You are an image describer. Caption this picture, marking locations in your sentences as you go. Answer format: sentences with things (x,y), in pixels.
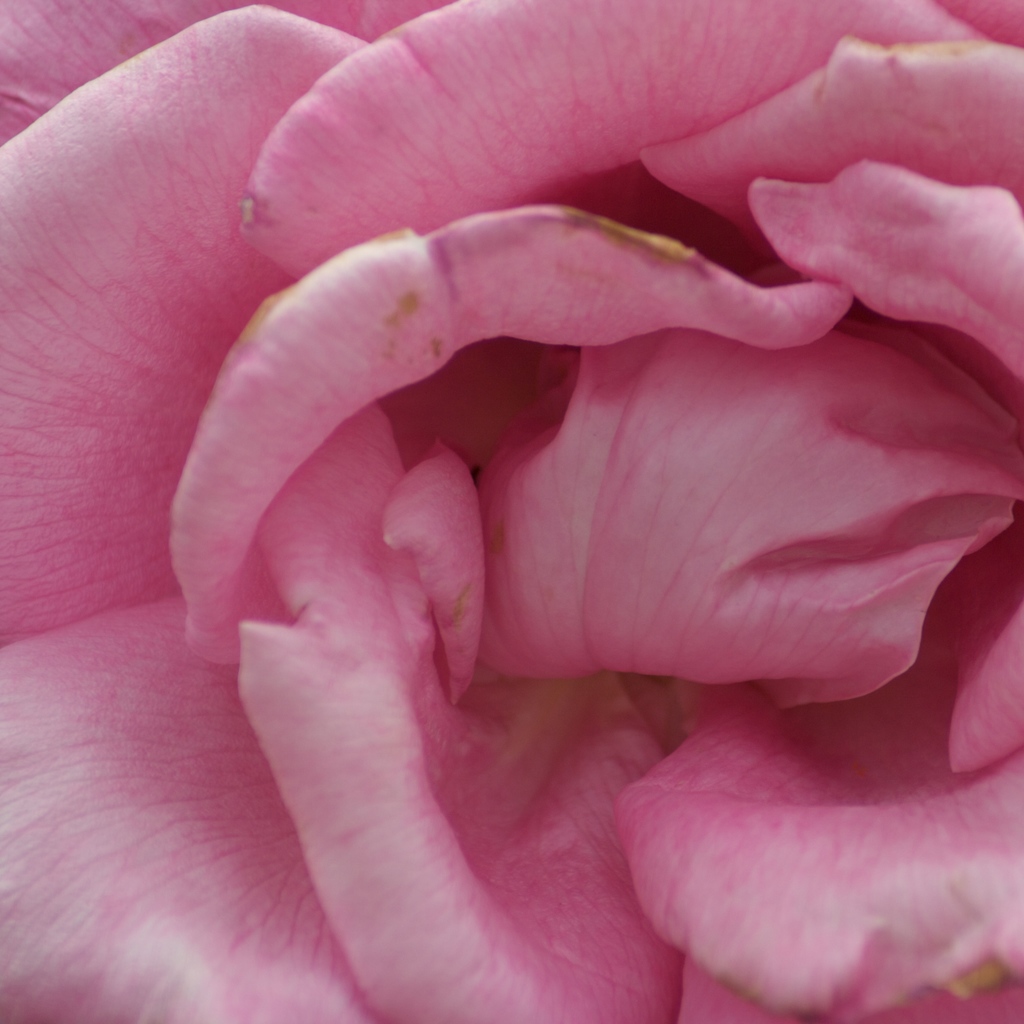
In this image I can see a pink color rose (60,582). This image is taken may be during a day.
